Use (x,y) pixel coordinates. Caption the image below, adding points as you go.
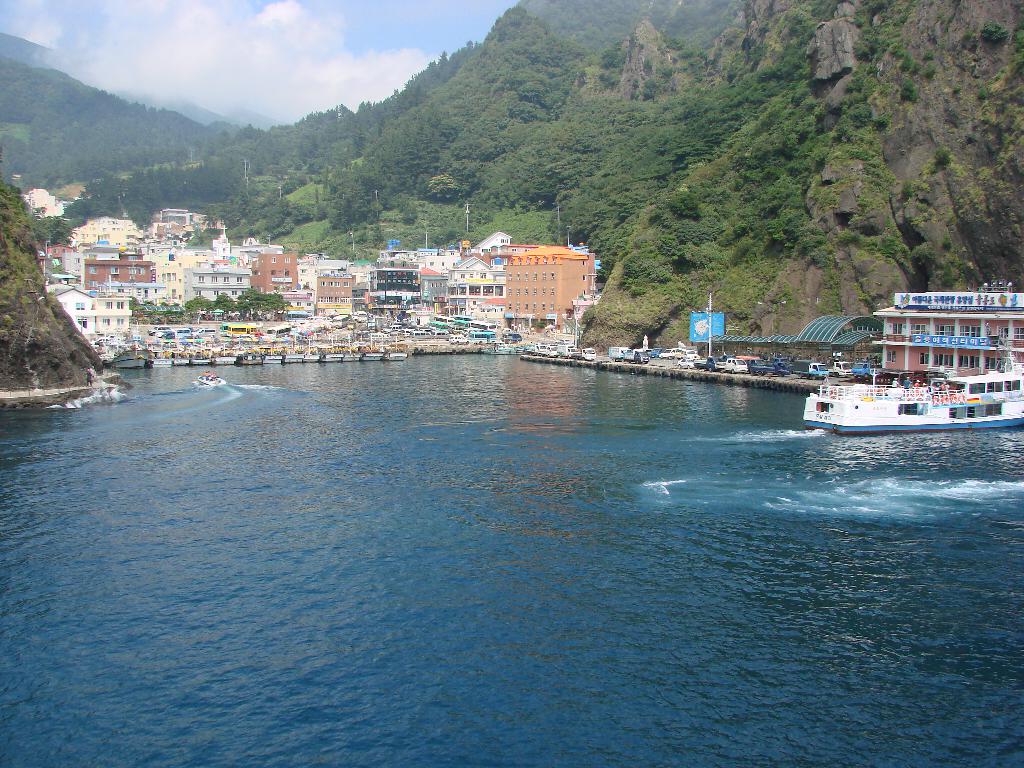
In this image we can see boats (200,379) on the water (469,497), there are few buildings (300,290), vehicles (438,337) on the ground (713,373), few trees (801,235), mountains (519,193) and the sky (409,17) with clouds (256,45) in the background (256,45).
